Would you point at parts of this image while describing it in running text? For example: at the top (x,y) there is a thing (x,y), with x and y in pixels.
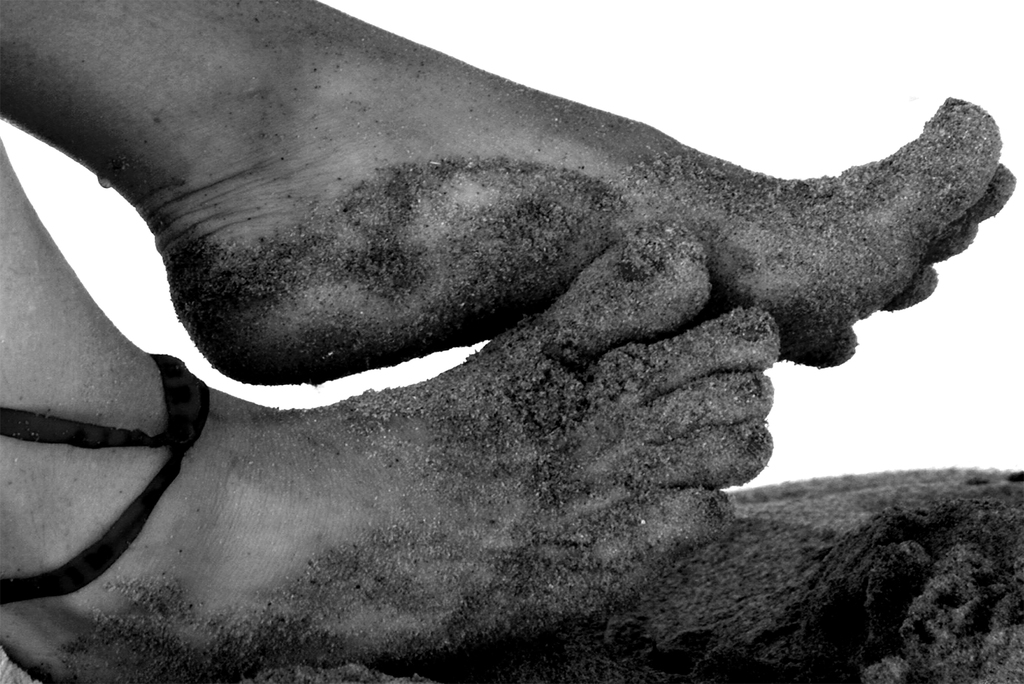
In this picture I can see in the middle (450,286) there are human legs (418,405) with sand (611,410) on them.
